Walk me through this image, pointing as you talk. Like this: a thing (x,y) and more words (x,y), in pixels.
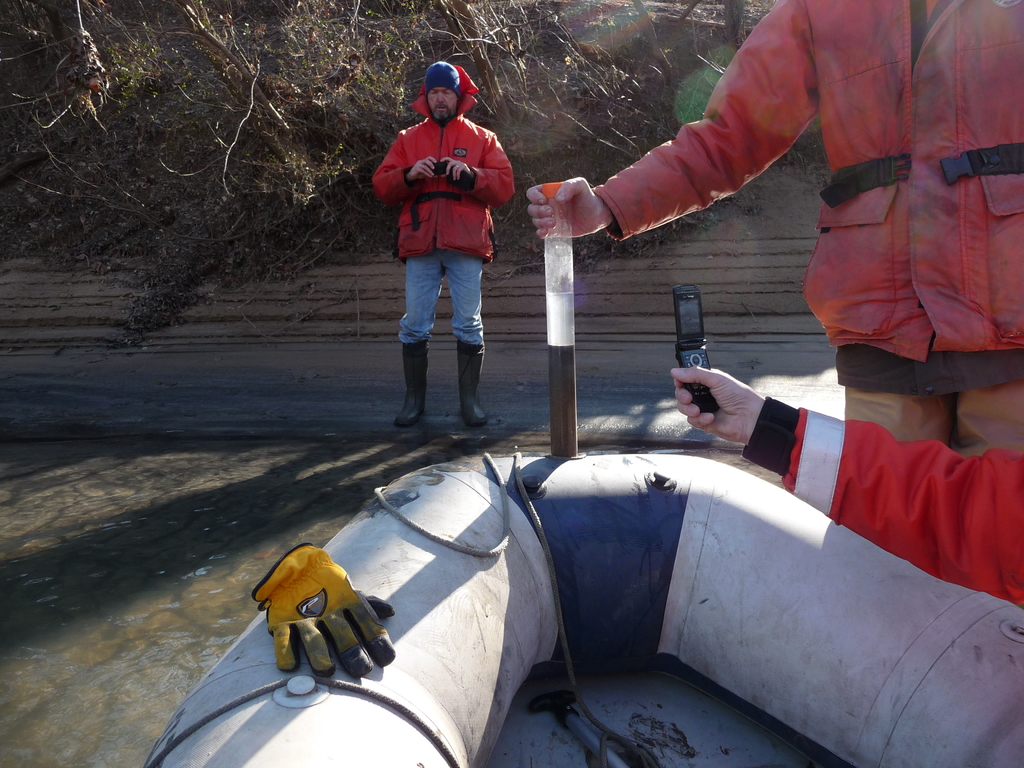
In front of the image there is a mobile (685,336) in a person's hand (731,421), beside him there is another person (682,196) holding an object (563,390) on the inflatable boat (534,571) with rope (461,553) and a glove (289,597) on it, behind that there is another person (429,289) standing, the boat (373,523) is on the water (258,536), in the background of the image (173,298) there are trees (327,157) and rocks (277,324).
